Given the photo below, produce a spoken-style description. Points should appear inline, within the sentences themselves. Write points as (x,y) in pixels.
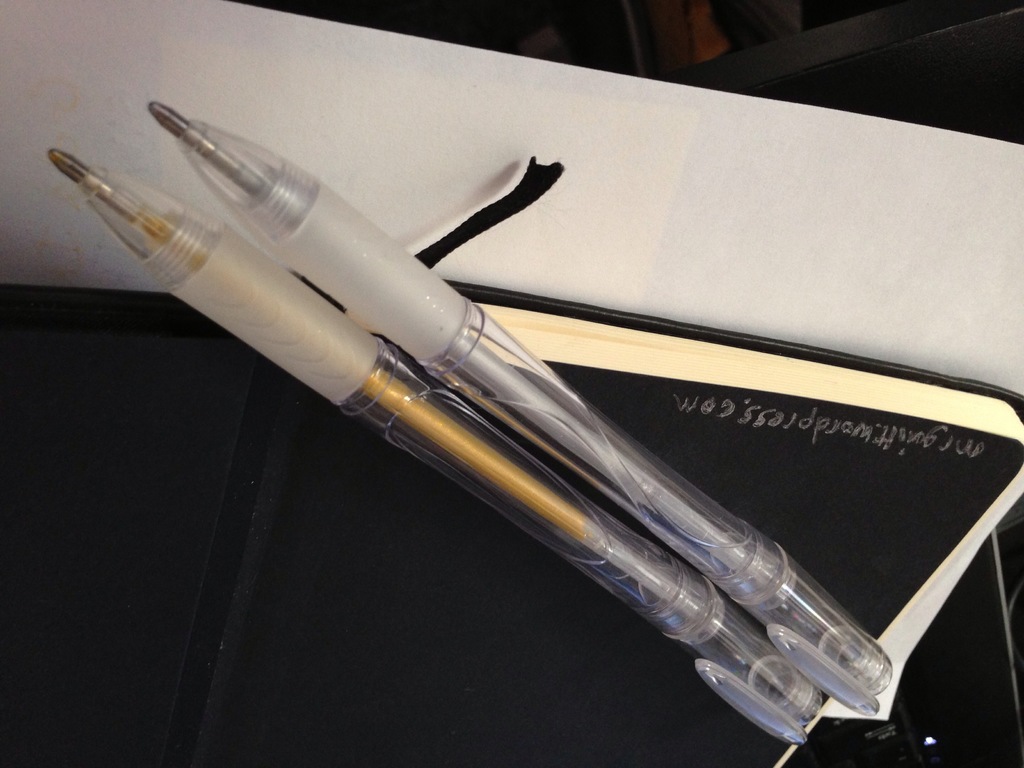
In this picture we can see two pens (439,462), book (378,461) and a paper (758,318) and in the background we can see some objects (1023,113).
